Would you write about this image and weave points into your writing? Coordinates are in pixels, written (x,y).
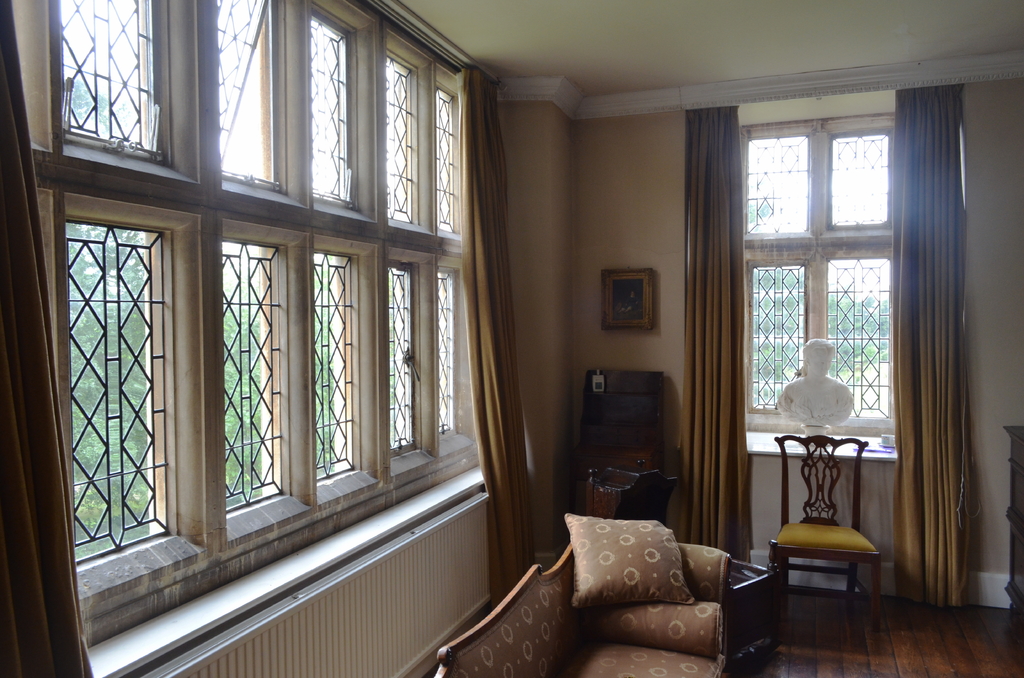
This is an inside view of a room (518,590). At the bottom (586,651) there is a couch (628,640) placed on the floor (790,655) and there is a pillow (612,569) on the couch (583,636). Beside there is a chair (827,524) and a table (597,472) on which a box (642,428) is placed. Here I can see two windows (797,234) to the wall (553,193) and there are few curtains (475,311). In the background (649,315) there is a frame (631,298) attached to the wall (595,288). Through the windows (244,360) we can see the outside view. In the outside there are many trees (782,311).
